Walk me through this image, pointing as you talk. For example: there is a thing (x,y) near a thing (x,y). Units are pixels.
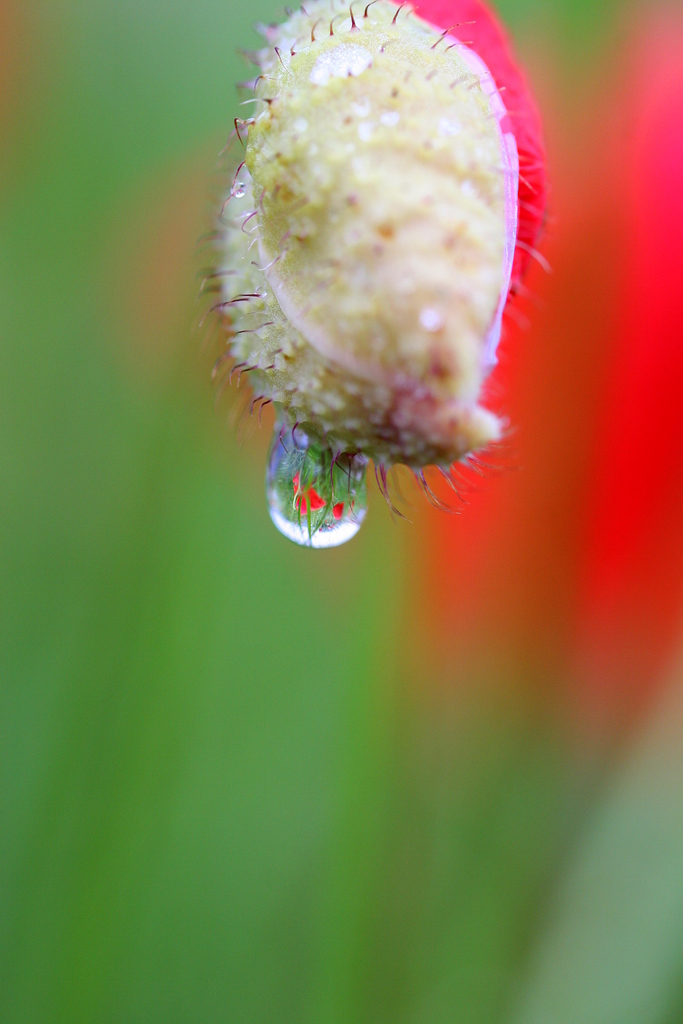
In this image there is a dew drop (305,461) on the flower (405,191).
